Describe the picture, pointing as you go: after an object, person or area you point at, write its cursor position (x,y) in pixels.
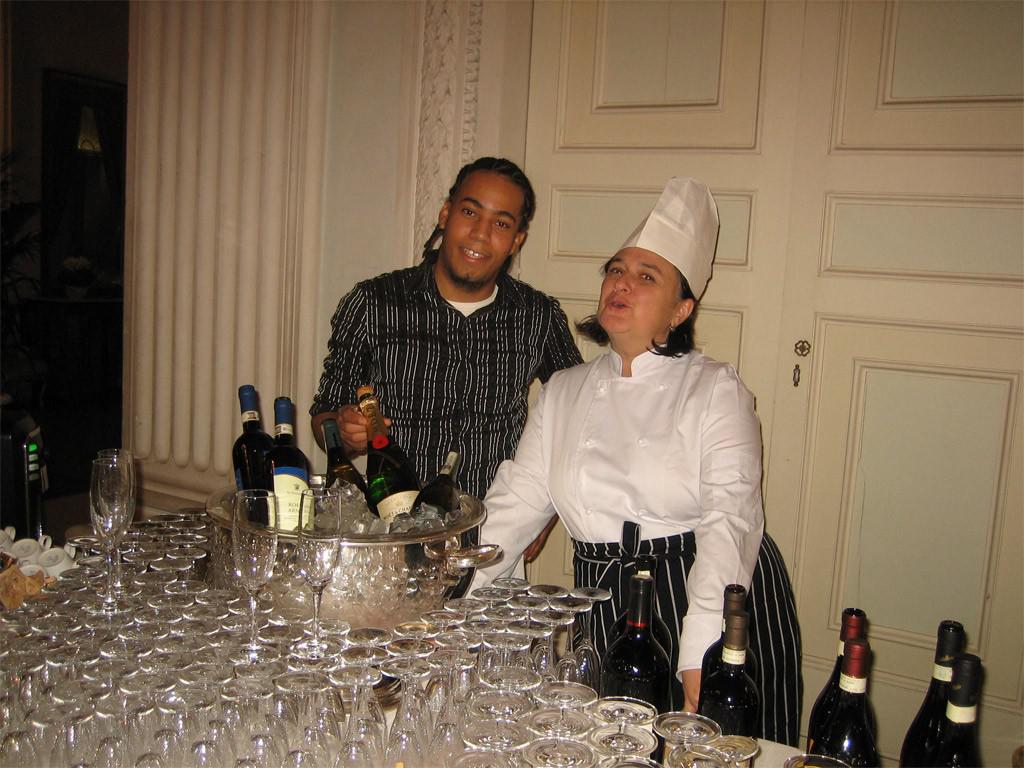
In this image we can see a man (427,431) and a woman (701,524) standing. In the foreground of the image (415,486) we can see group of glasses (447,713), bottles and some cups (16,544) placed on the table (233,723). In the background (69,180), we can see some plants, doors (962,344) and windows (93,173).
